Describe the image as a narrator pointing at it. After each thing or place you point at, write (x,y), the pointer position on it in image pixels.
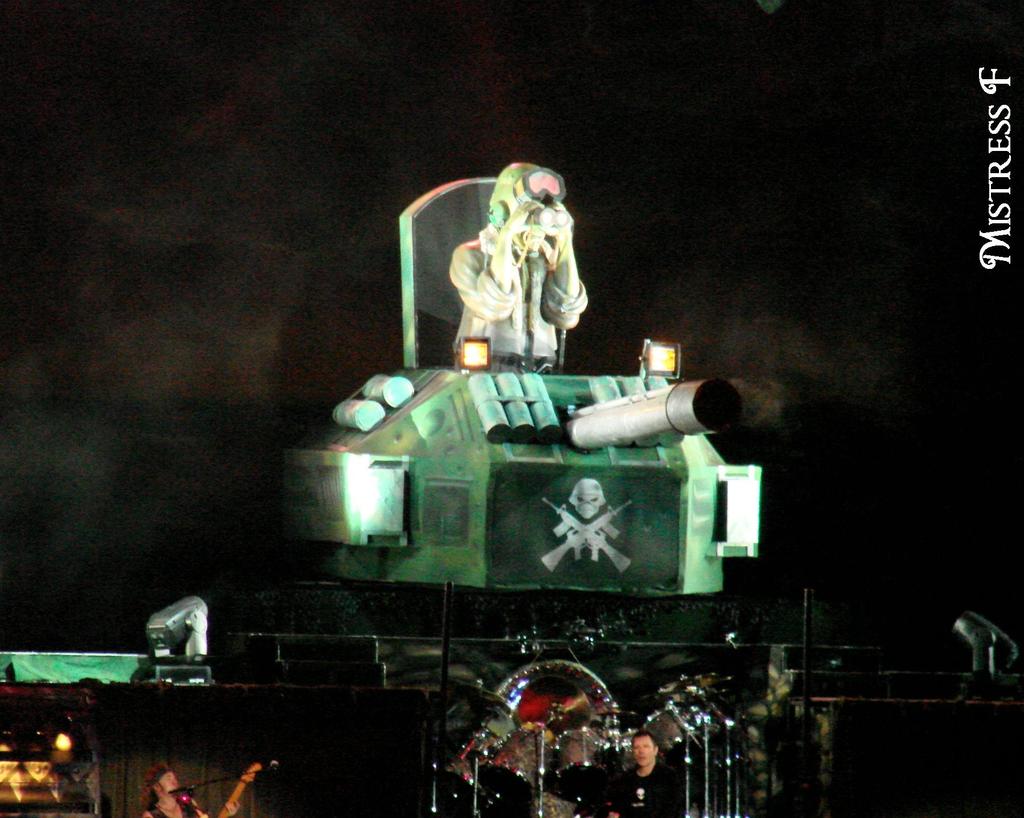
In this picture we can see three people (170,769), drums (553,711), poles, lights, mic (277,769), danger sign (602,507) and some objects (380,411) and a man (177,783) holding a guitar (231,800) and in the background (709,164) it is dark.
